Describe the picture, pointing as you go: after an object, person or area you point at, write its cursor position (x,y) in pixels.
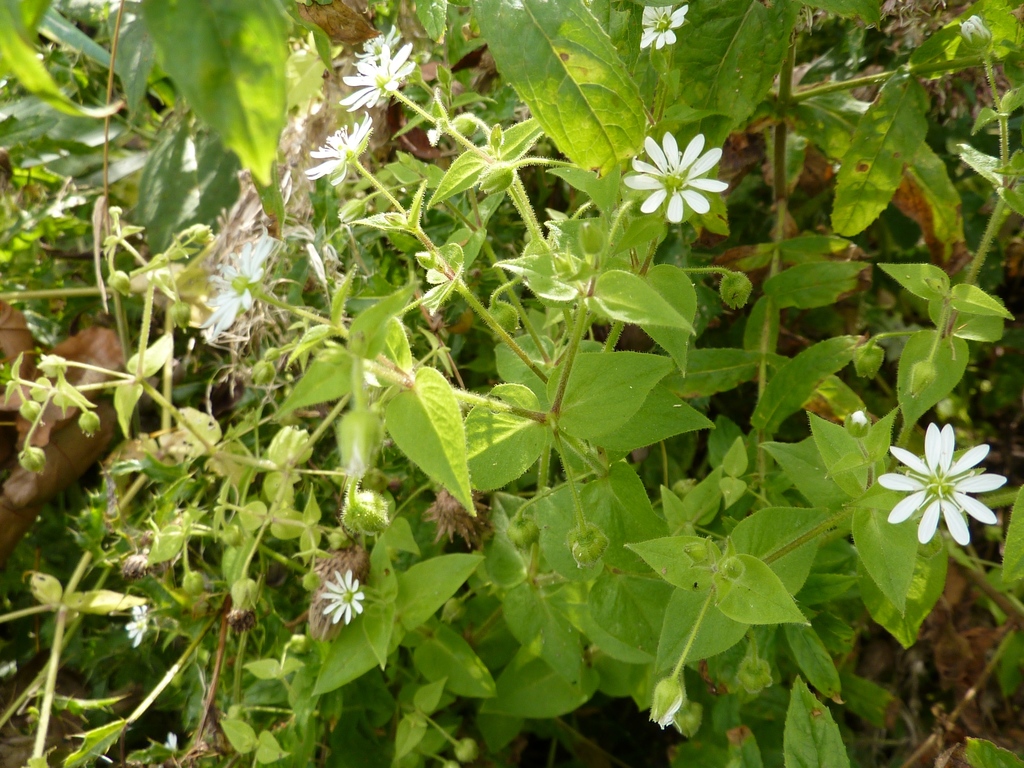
In this image we can see some flowers (937,489) and leaves (669,544) on the stems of plants (239,343).
